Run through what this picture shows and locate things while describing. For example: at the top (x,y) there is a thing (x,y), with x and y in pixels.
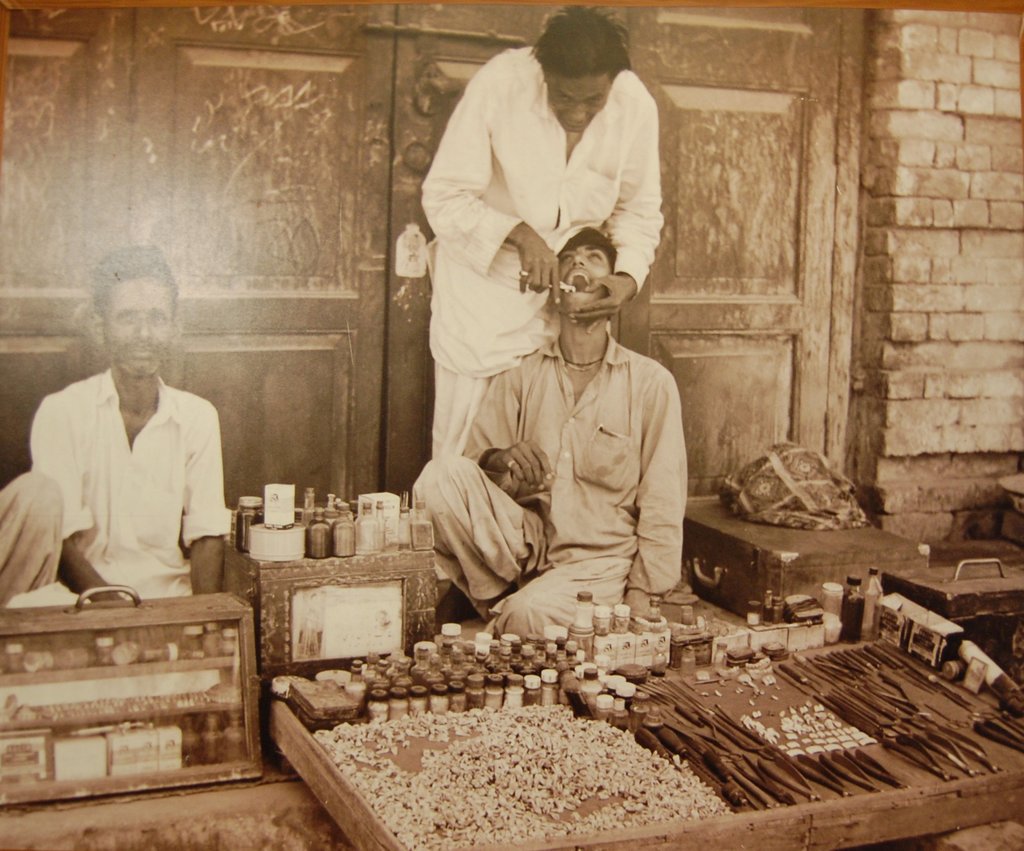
On the left side (116,483), there is a person (131,254) in white color shirt (169,463), sitting. Beside him, there are bottles (365,529) arranged on the surface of a box (283,622) and there is another box (207,699) is on the floor (267,759). On the right side (994,731), there are sticks (818,772), teeth (494,752) and bottles (466,708) arranged on a wooden object (1009,752). Beside this object (982,693), there is a person (441,296) in white color dress (481,292), treating another person (570,368). In the background (752,31), there is a wooden door (706,41) attached to the brick wall (926,198).
